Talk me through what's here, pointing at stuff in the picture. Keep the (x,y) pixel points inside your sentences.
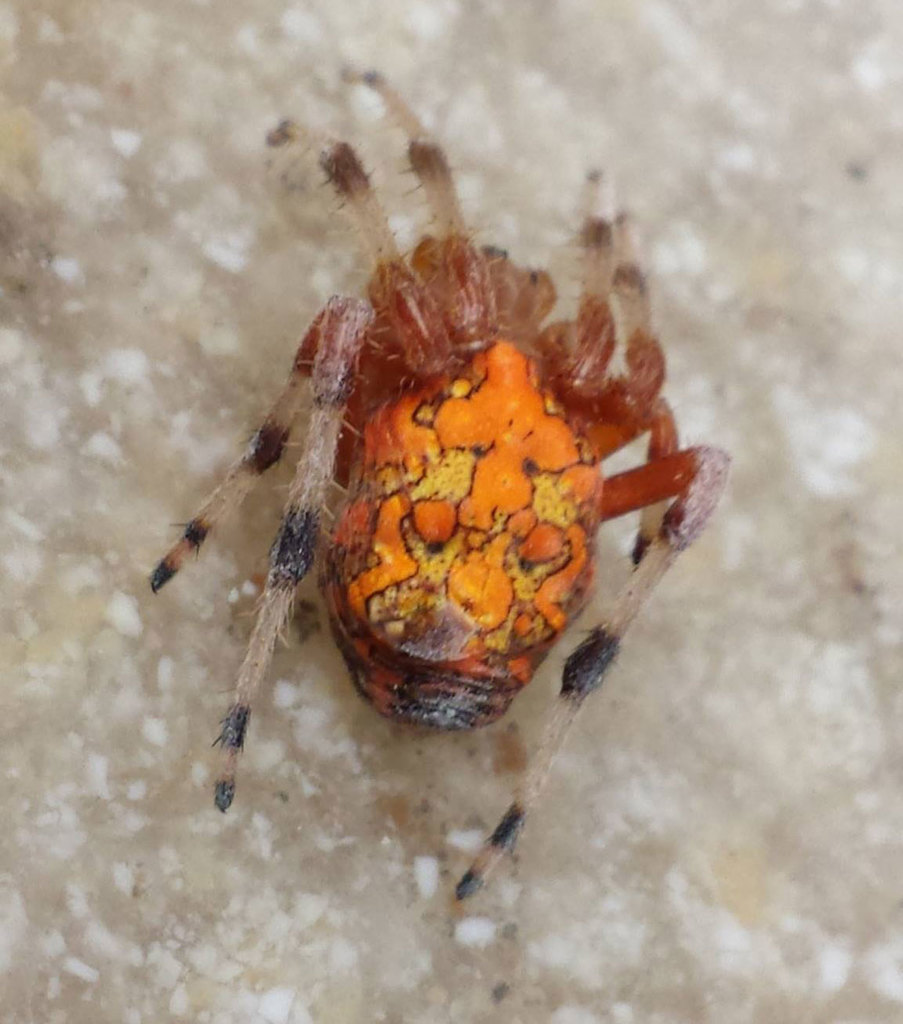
In this image, I can see an insect (401,504) on an object (265,156).
